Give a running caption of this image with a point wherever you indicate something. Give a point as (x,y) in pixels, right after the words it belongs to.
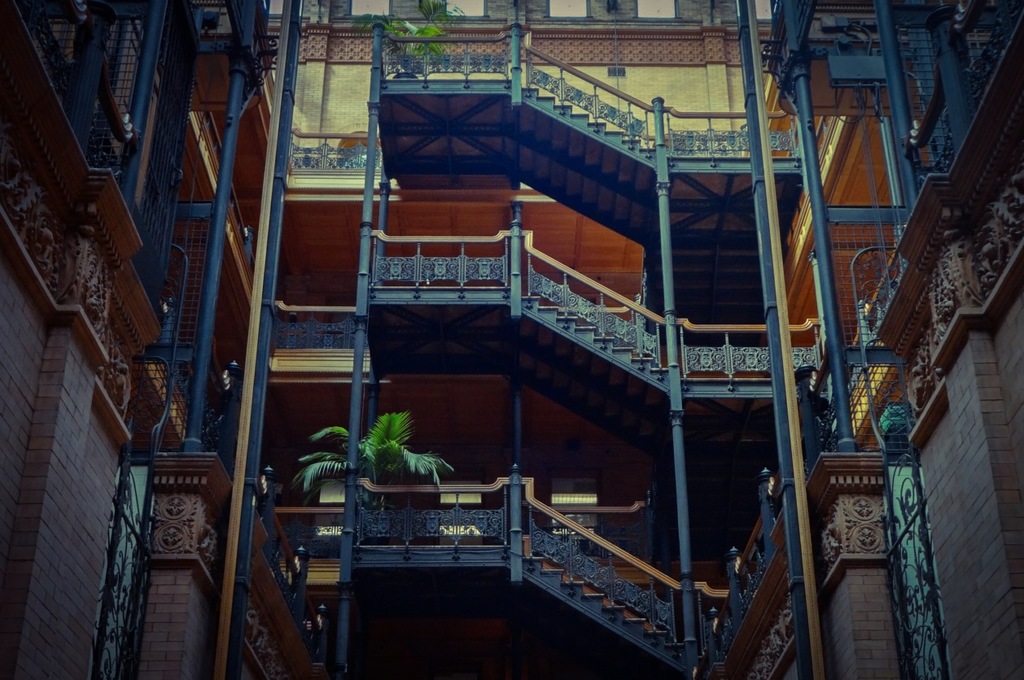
This picture shows a tall building (972,214) and we see stairs (644,153) and couple of plants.
